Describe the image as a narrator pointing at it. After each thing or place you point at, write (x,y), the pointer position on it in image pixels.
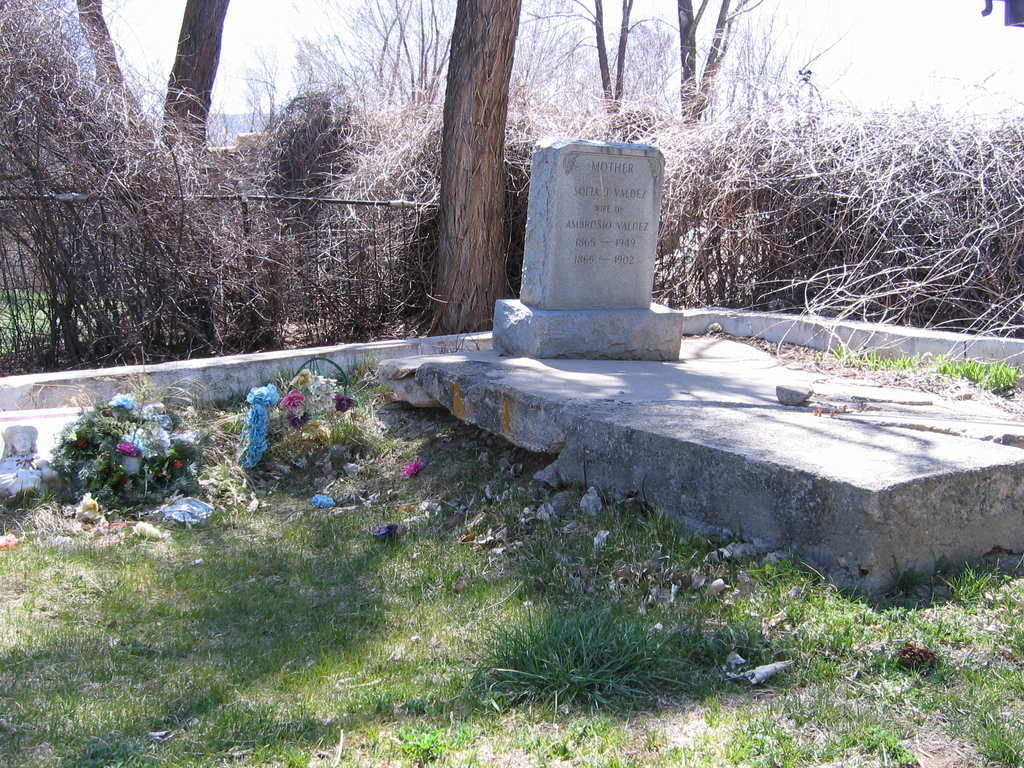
In this image, I can see a headstone (573,289), grass (347,455) and plants (876,183). Behind the headstone (575,275) there are iron grilles (155,278). In the background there are trees (471,126) and the sky (848,85).
